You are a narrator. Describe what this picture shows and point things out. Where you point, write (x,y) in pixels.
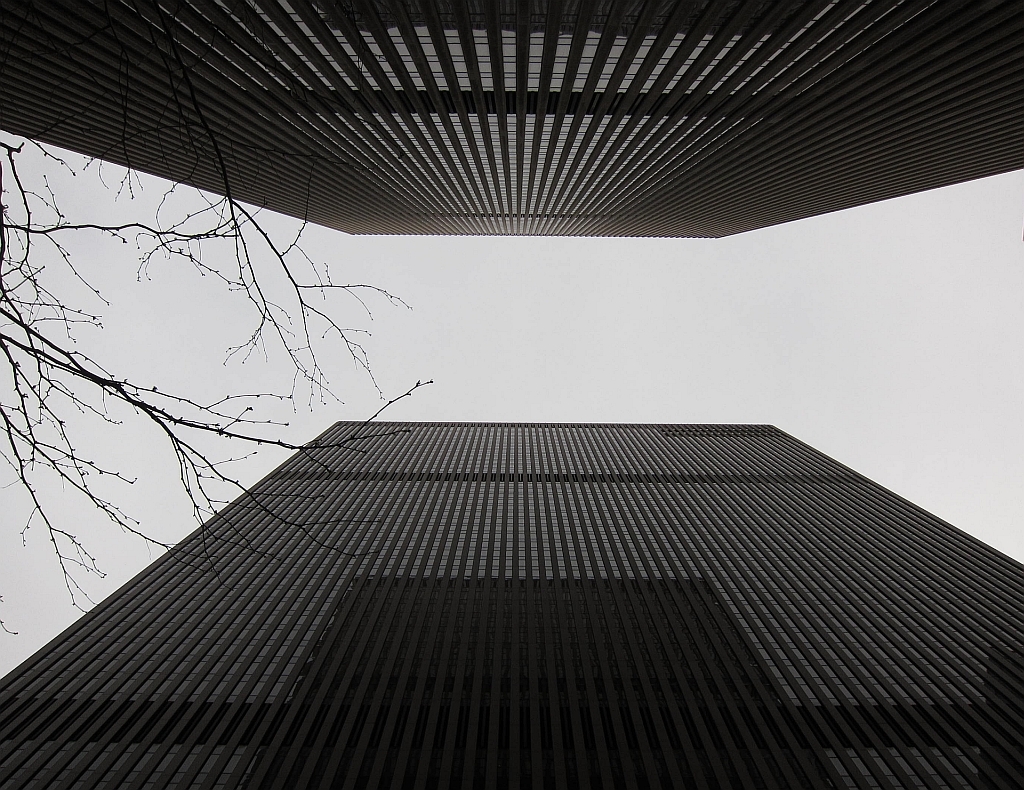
In the image we can see some buildings (69,149) and tree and sky (972,478).
